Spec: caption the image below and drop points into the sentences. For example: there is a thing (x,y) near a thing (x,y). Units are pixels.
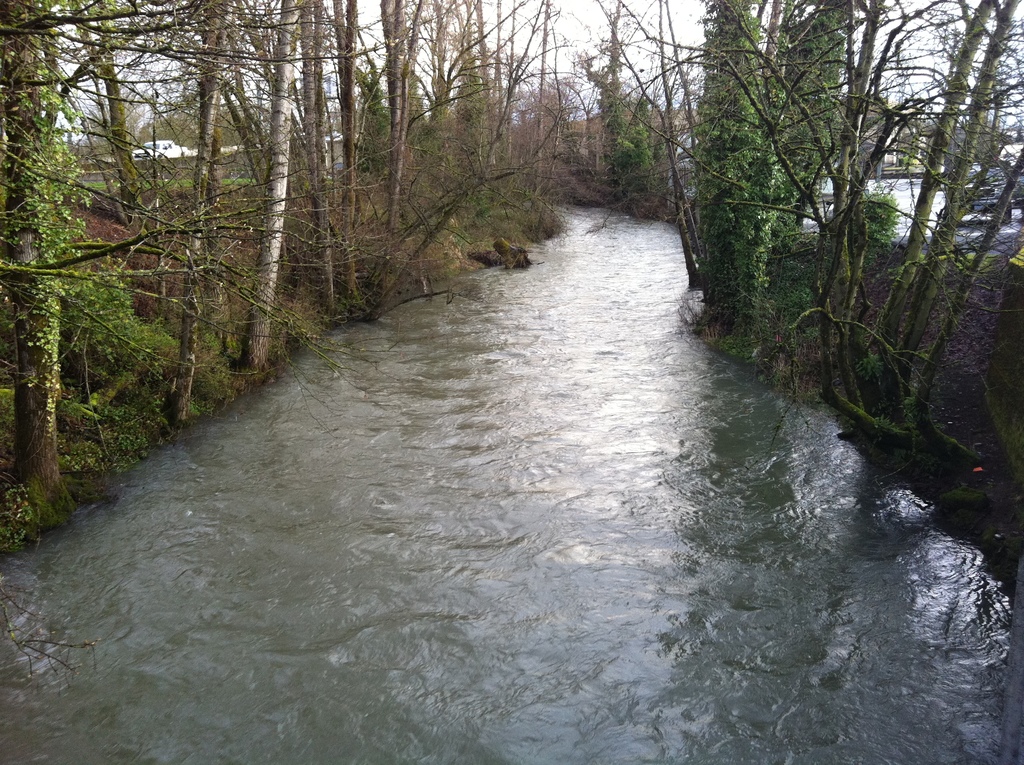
In this picture there is river (516,486) in the foreground (646,361). On the left side of the image (170,351) there is a vehicle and there are trees (44,319). On the right side of the image (972,216) where it looks like a vehicle (979,242) and there are trees (900,278). At the top (586,18) there is sky (633,20). At the bottom (608,574) there is water (623,513).
